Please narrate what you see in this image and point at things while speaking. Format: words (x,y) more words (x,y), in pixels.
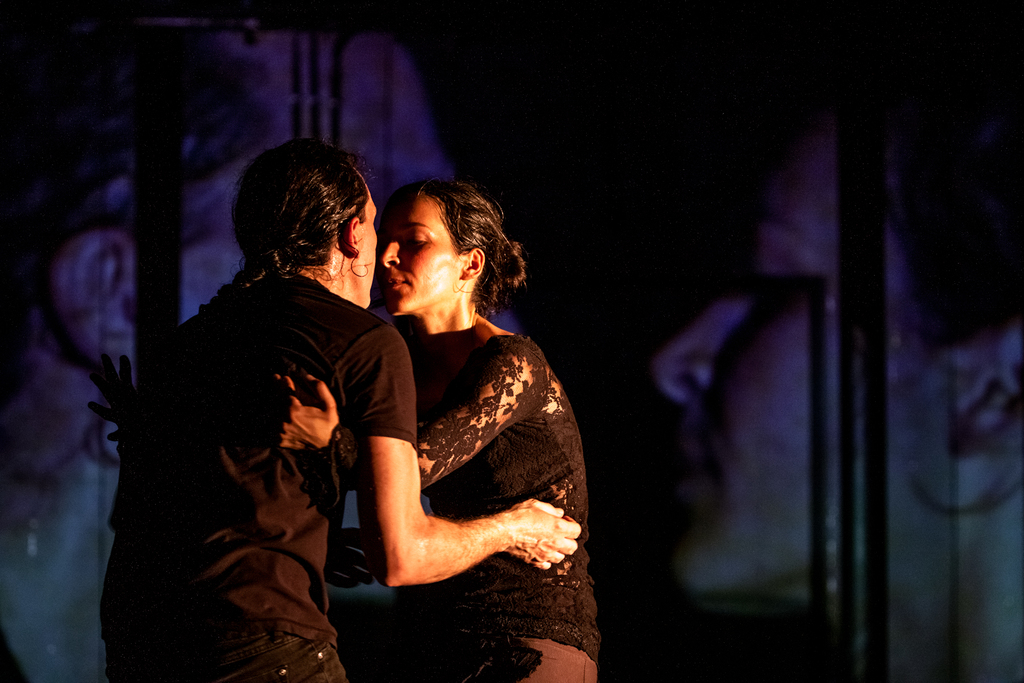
There are two persons (363,463) present in the middle of this image (519,352). It seems like a wall (620,219) in the background (673,332).
